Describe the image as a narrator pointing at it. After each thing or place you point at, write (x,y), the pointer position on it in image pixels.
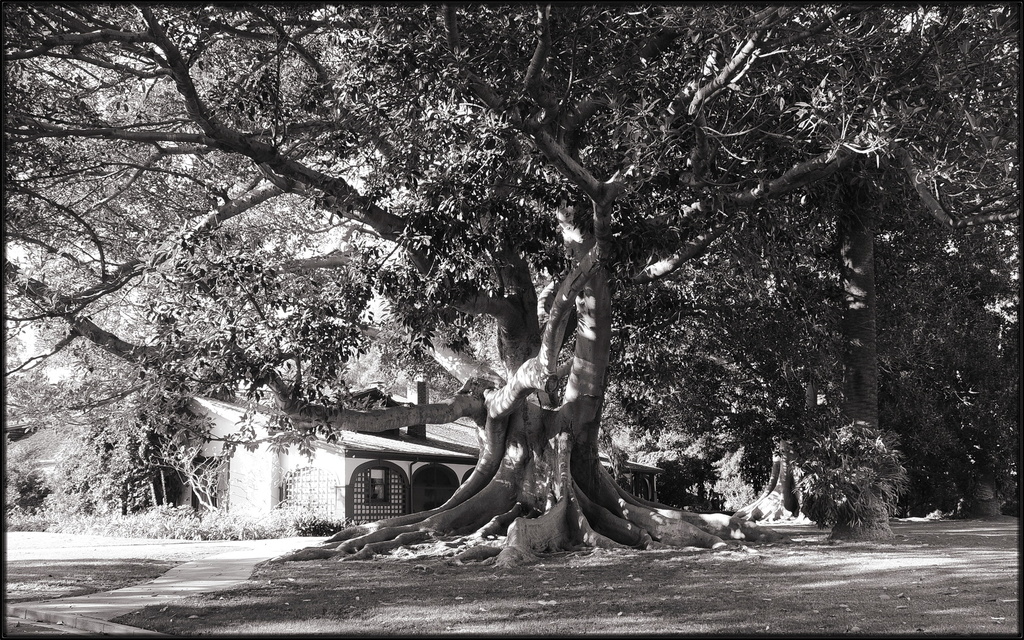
It is the black and white image in which there is a big tree (541,466) in the middle (544,394). Behind the tree (560,468) there is a house (346,459). At the bottom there is ground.
